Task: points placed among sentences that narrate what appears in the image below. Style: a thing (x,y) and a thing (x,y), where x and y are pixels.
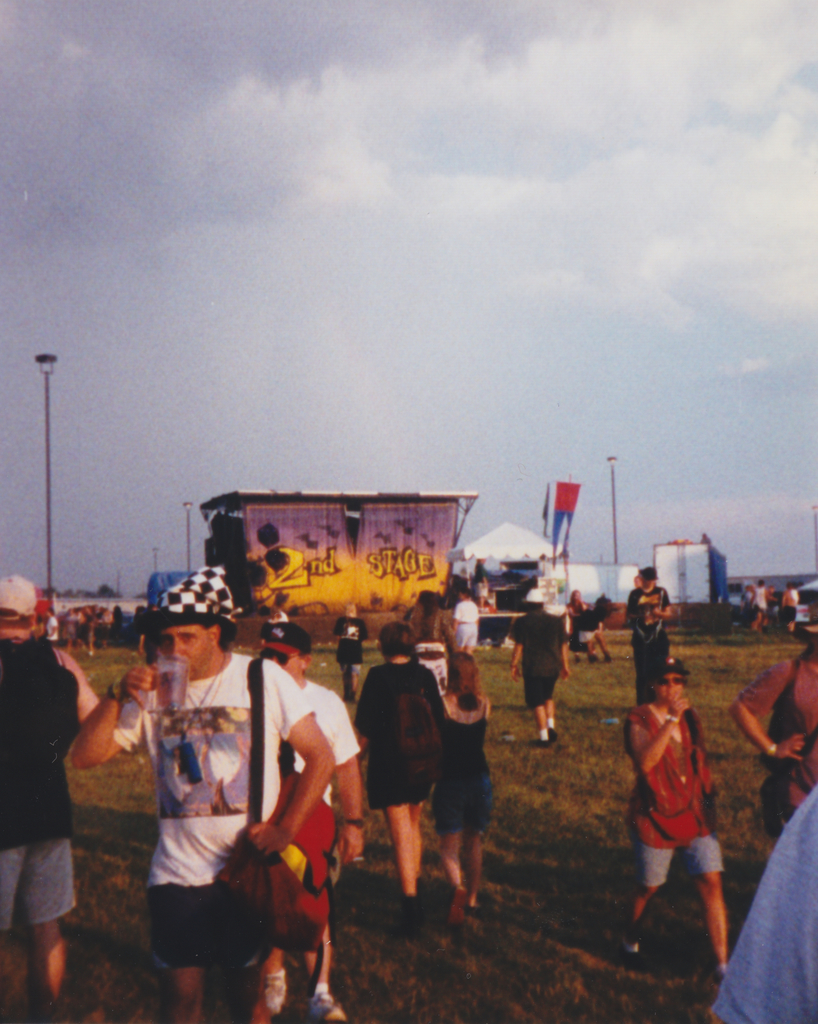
In the image I can see a place (80,792) where we have some people (22,766) who are holding some things (288,853) and also I can see some sheds (315,571) and poles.
